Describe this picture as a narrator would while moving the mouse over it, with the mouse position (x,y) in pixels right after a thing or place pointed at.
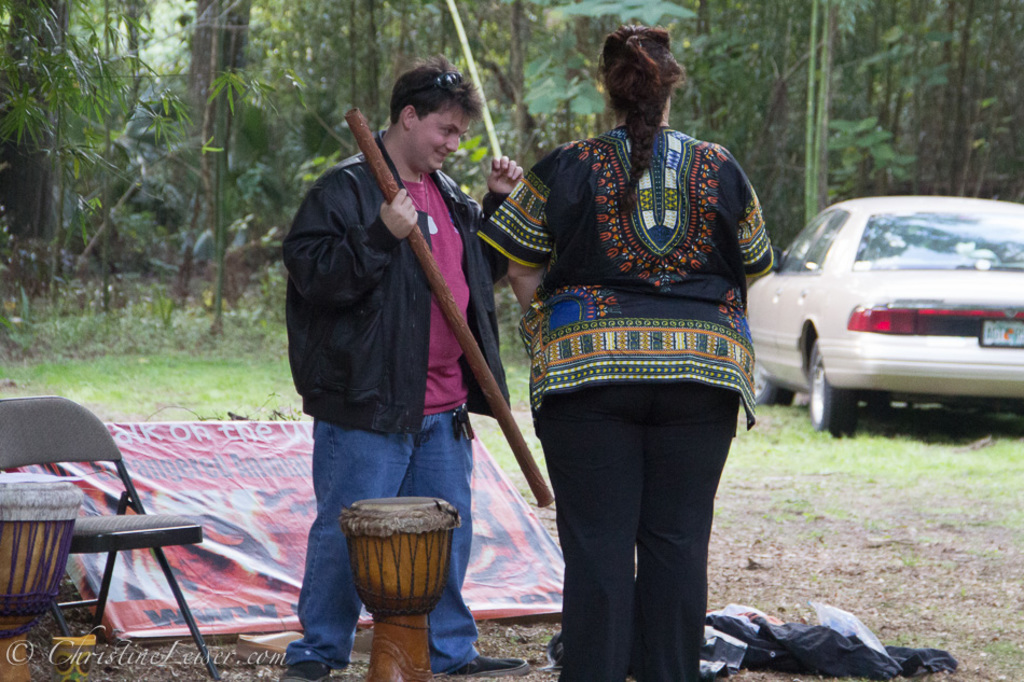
In this picture we can see two persons (494,311) the left side person (397,317) is holding a stick (416,226) in hands (409,199), besides to him we can find a chair (123,493) and a hoarding (264,496), in the background (791,310) we can see a car (929,257) and couple of trees (794,129).
